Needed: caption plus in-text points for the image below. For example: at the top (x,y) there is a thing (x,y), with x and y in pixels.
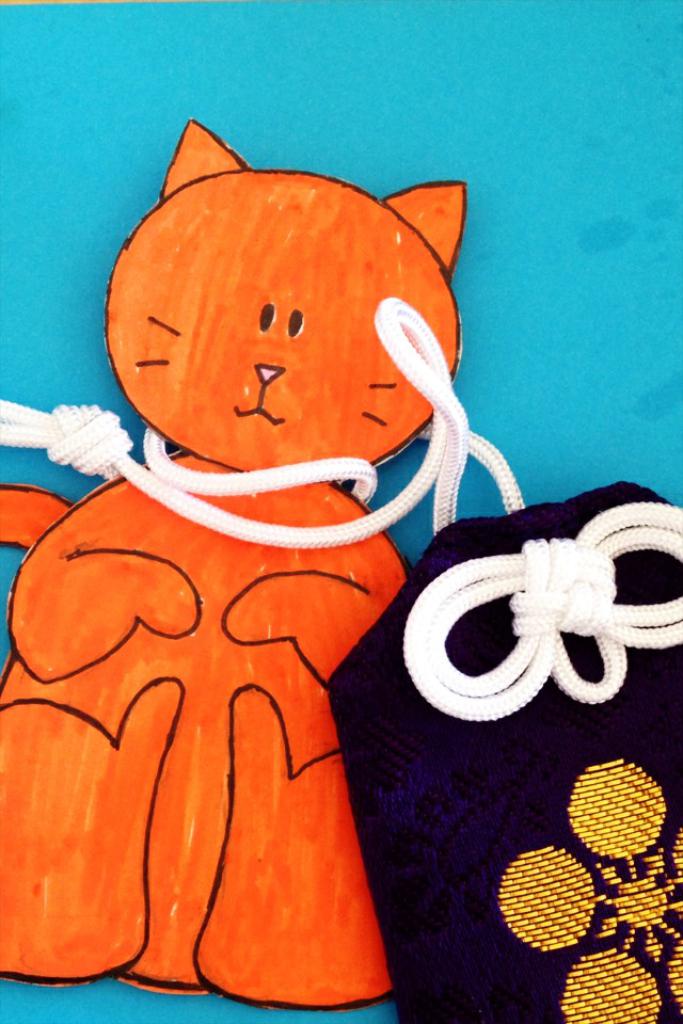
In this picture I can see a paper cat (226,431) tied with the ropes (25,427) to a pouch (434,553), on an object (564,367).
